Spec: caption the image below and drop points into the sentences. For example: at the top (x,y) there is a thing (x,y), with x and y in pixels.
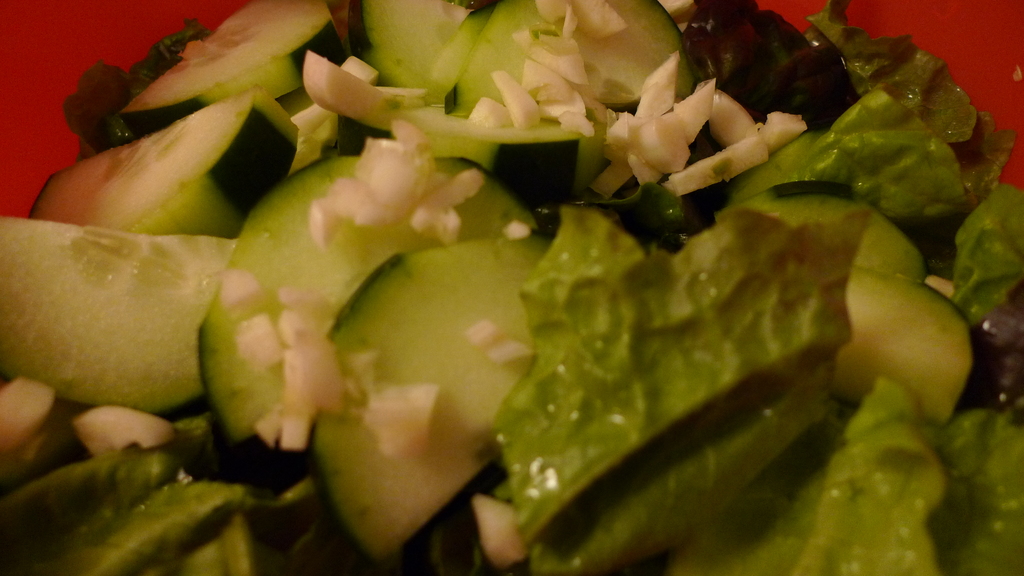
In the picture I can see some eatables item (400,316) is placed.
